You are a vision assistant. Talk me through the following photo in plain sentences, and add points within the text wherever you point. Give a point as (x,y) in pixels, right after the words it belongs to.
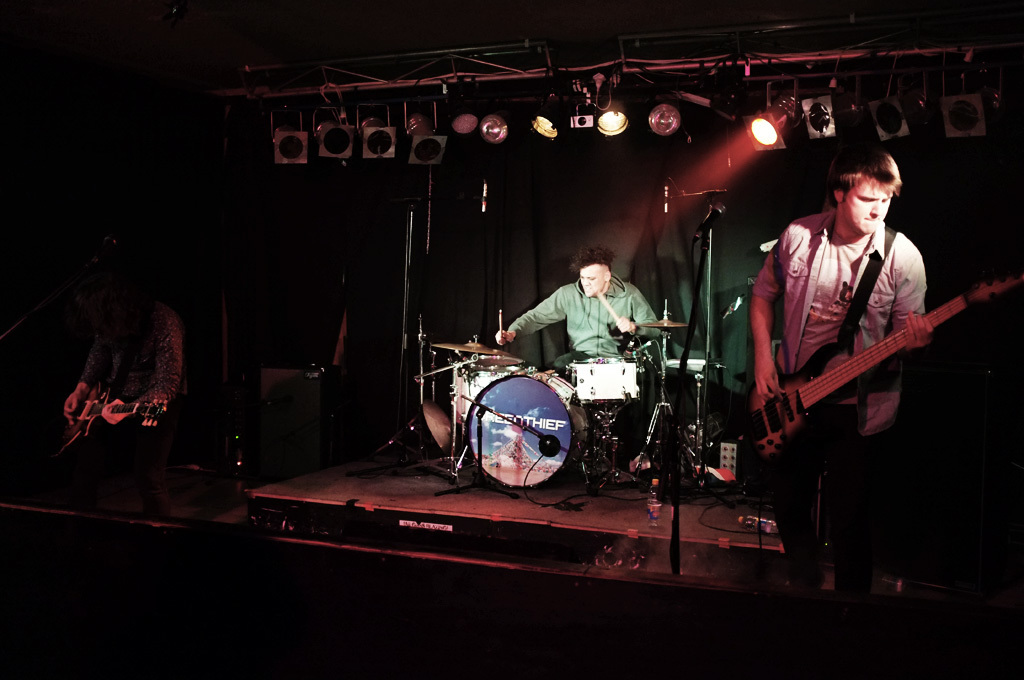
In the left (109,300) a person (151,300) is standing and playing a guitar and in the right (772,399) a person (885,160) is standing and playing a guitar (779,447). In the middle (615,391) a person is sitting and playing musical instruments (601,391). On the top (890,124) lights (884,113) are visible. At the bottom (718,564) stage (461,560) is visible. The background (707,3) is dark in color. This image is taken in a concert during night time.
